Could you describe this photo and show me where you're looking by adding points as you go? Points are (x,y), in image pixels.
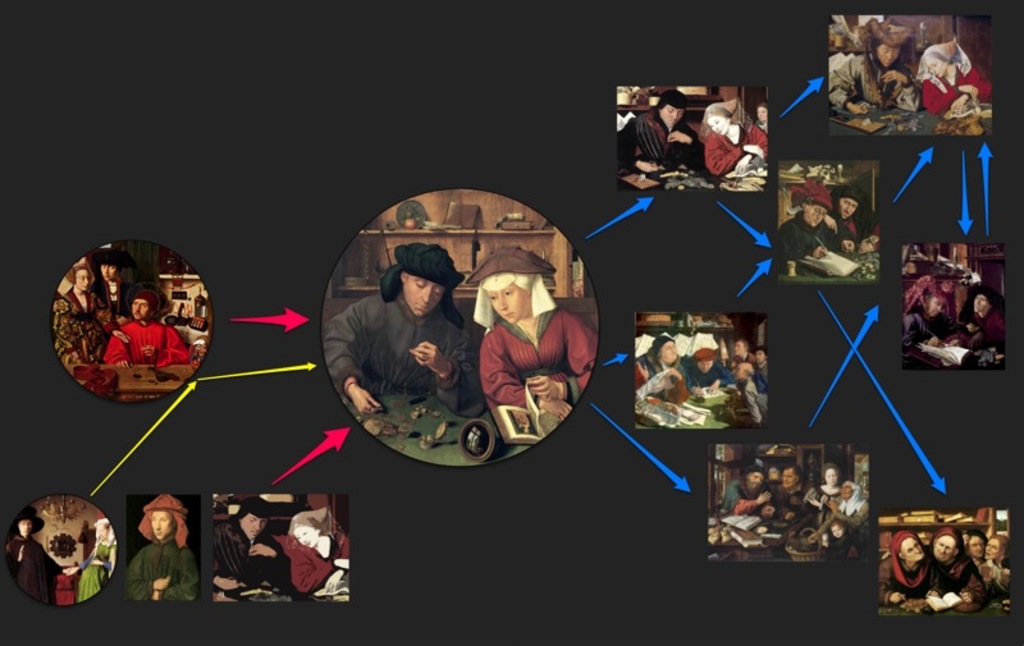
It is an edited image, there are different paintings (141,297) arranged in some order and there are some arrows (178,398) pointing towards the pictures (643,316).
